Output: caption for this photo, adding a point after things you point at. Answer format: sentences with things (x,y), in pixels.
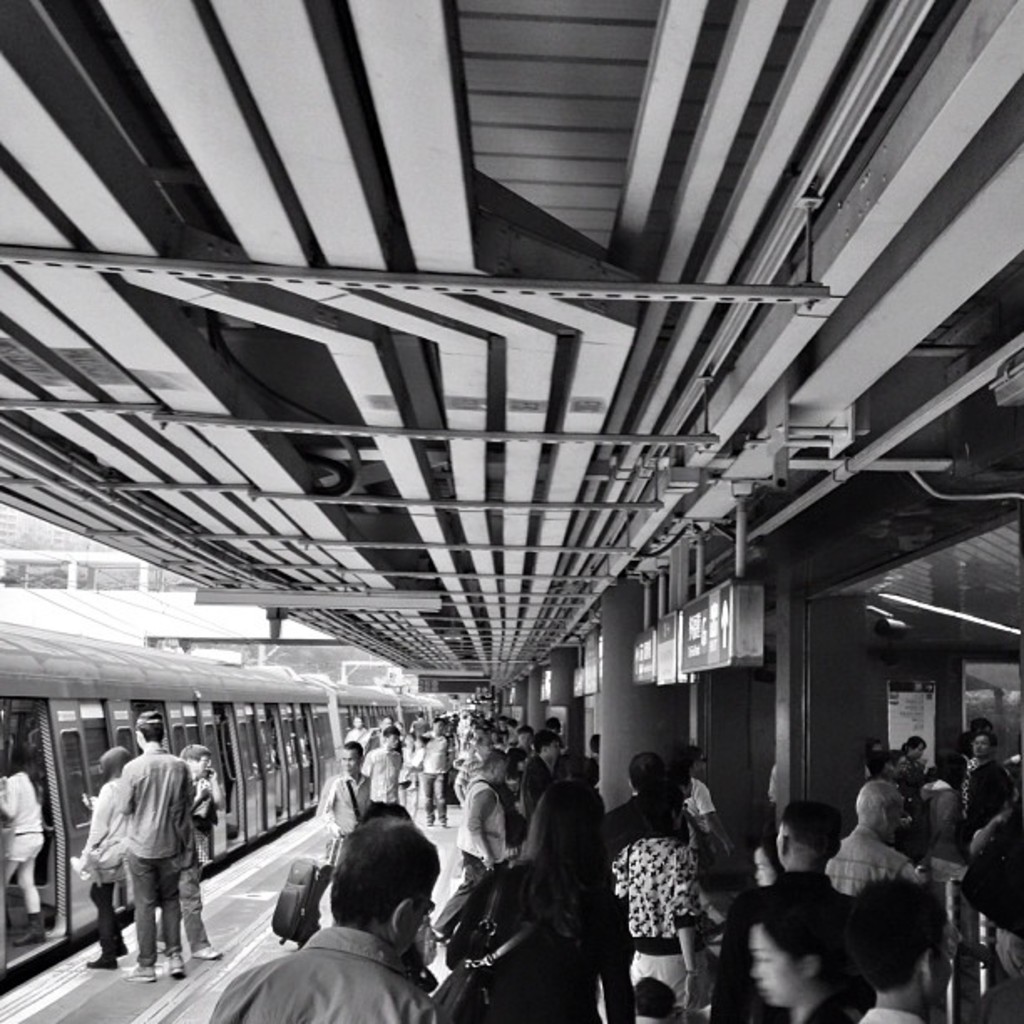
This is a black and white image and here we can see a railway station (74,289) and there is a train (197,731) and there are many people (901,895) and we can see boards (662,641) and lights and there are some people (331,786) wearing bags (480,895).
